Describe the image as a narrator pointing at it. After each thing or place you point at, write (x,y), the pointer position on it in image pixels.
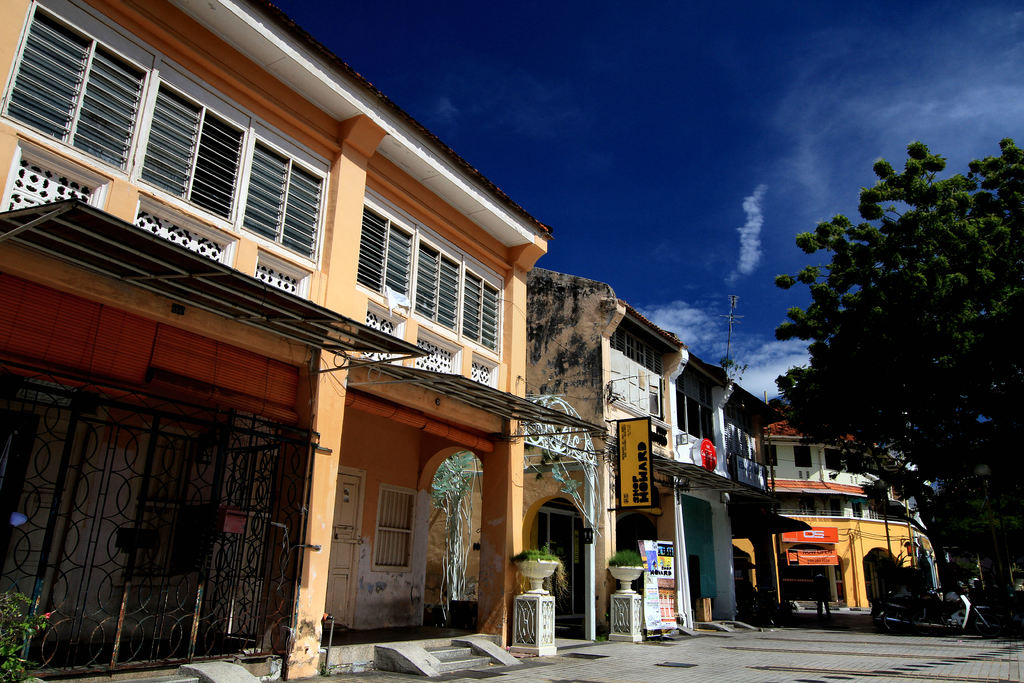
In this image we can see the buildings (561,503). On the buildings (503,447) we can see the boards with text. Beside the building (767,569) we can see the plants (551,580). On the right side (861,576), we can see a plant (981,545) and a building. At the top (579,105) we can see the sky (604,115).
